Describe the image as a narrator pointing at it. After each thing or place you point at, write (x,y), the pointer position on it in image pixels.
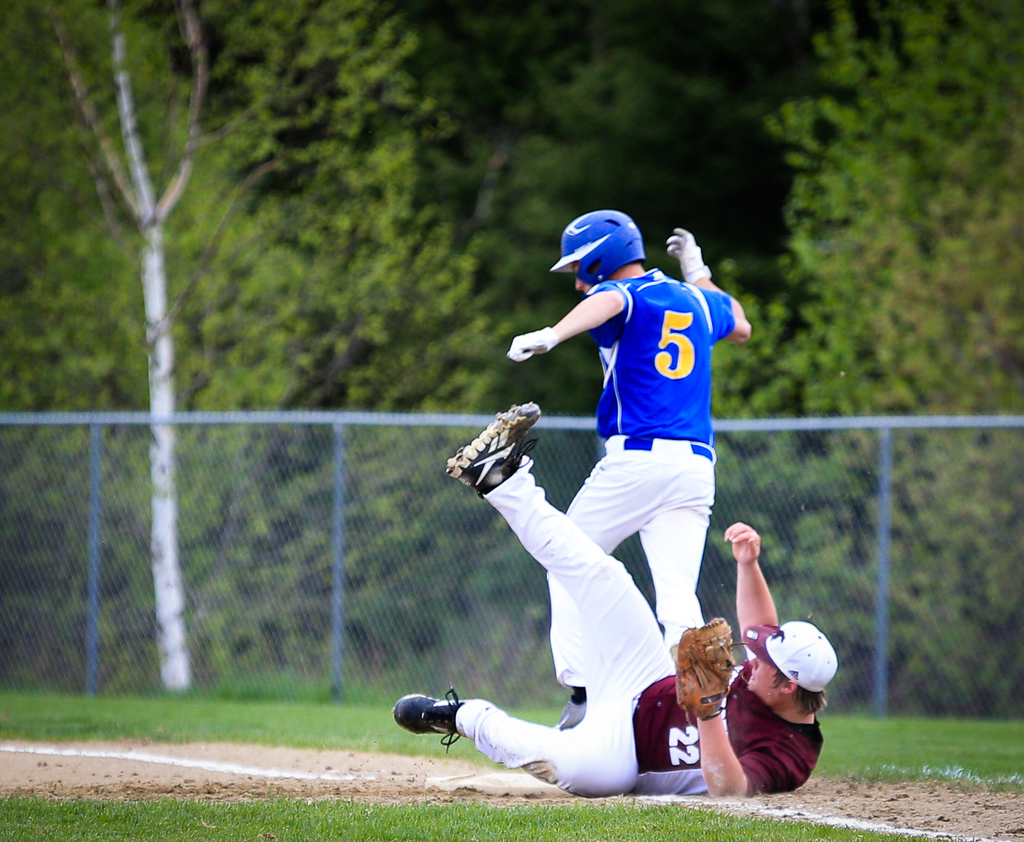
At the bottom of the picture (338,823), we see the grass (631,822) and the soil (312,792). In the middle (565,549), we see a man (605,764) in the maroon T-shirt (773,734) is on the ground (827,776). Beside that, we see a man (662,393) in the blue T-shirt (663,335) who is wearing a blue helmet (615,241) is standing. They might be playing the baseball. Beside him, we see the fence (483,601). There are trees (543,252) in the background (902,295). This picture is blurred in the background (197,220).
